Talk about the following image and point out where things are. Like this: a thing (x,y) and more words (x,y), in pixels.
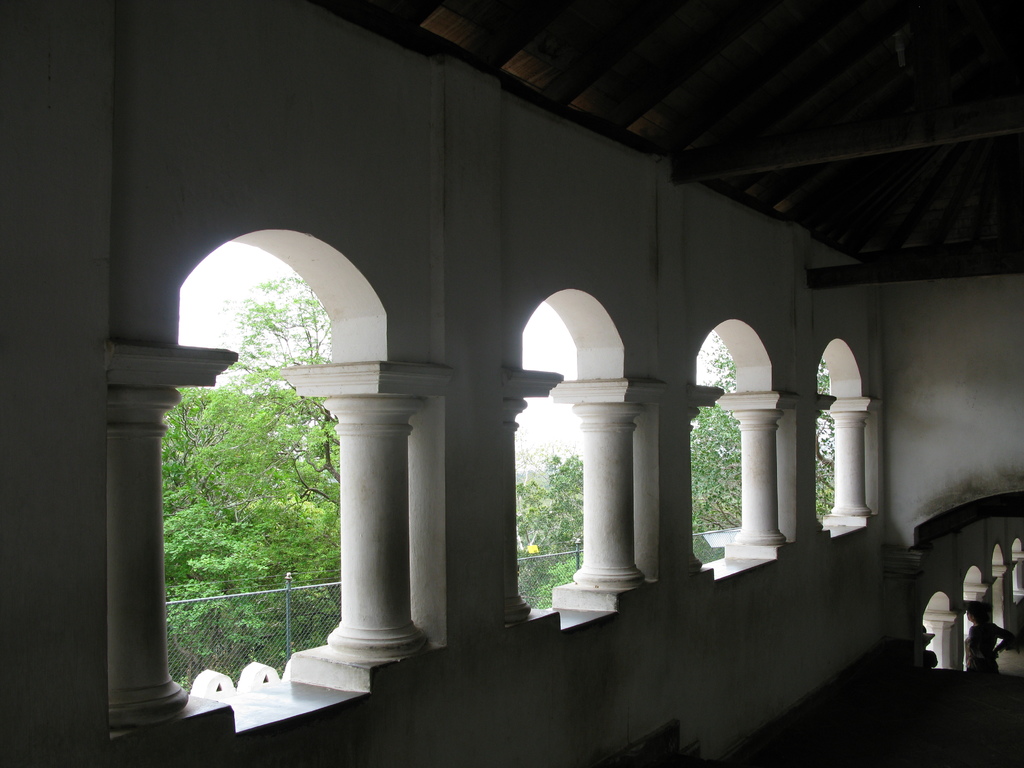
In this image we can see a building (495,602) with pillars (514,609). On the backside (526,597) we can see some group of trees (280,520), a fence (233,646) and the sky (240,278). On the right side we can see a person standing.
